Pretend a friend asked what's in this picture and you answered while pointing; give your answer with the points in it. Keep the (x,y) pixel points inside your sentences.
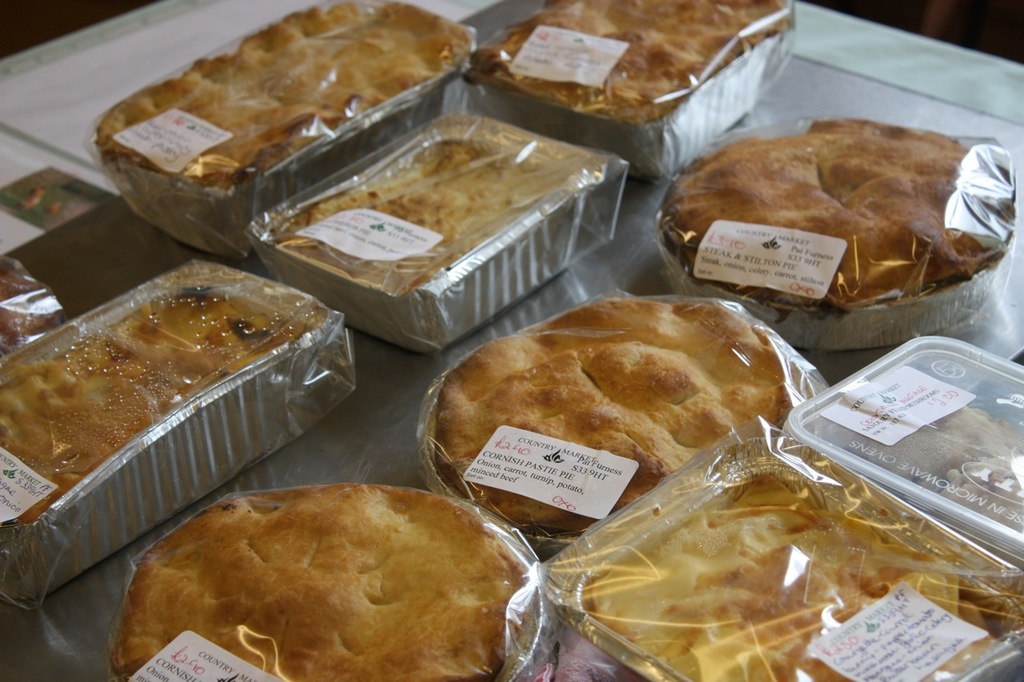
In this image I can see food (912,265) which is in brown color on the grey color surface (902,94).
